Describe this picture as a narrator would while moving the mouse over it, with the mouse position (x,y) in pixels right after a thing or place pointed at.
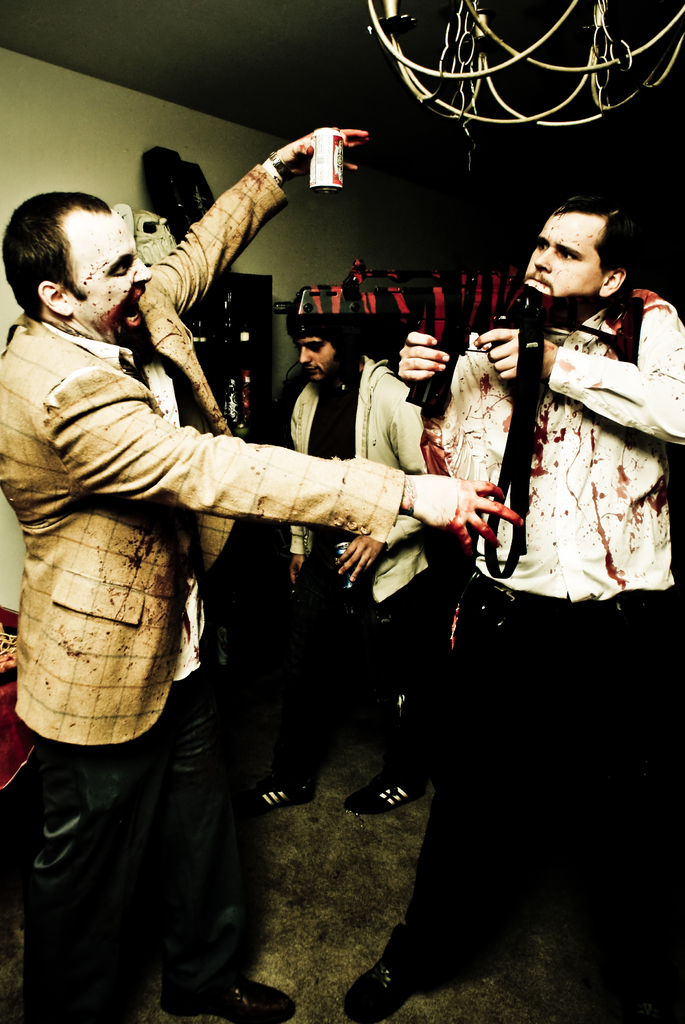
As we can see in the image there is a wall (74,132), few people (17,239) here and there and the person (217,267) on the left side (194,501) is holding a tin (326,185).
